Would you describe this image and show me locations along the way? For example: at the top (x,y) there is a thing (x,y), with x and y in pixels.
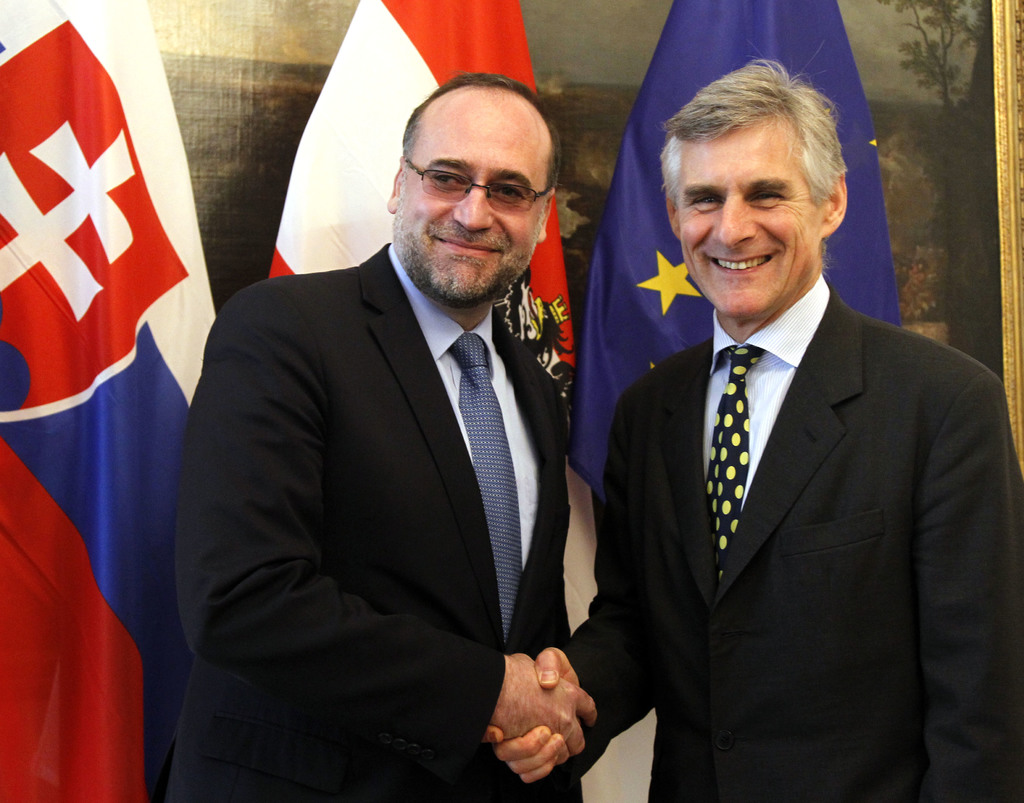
In this image I can see two persons (608,663) shaking hands (530,774). In the background (286,269) I can see three flags (10,184).
